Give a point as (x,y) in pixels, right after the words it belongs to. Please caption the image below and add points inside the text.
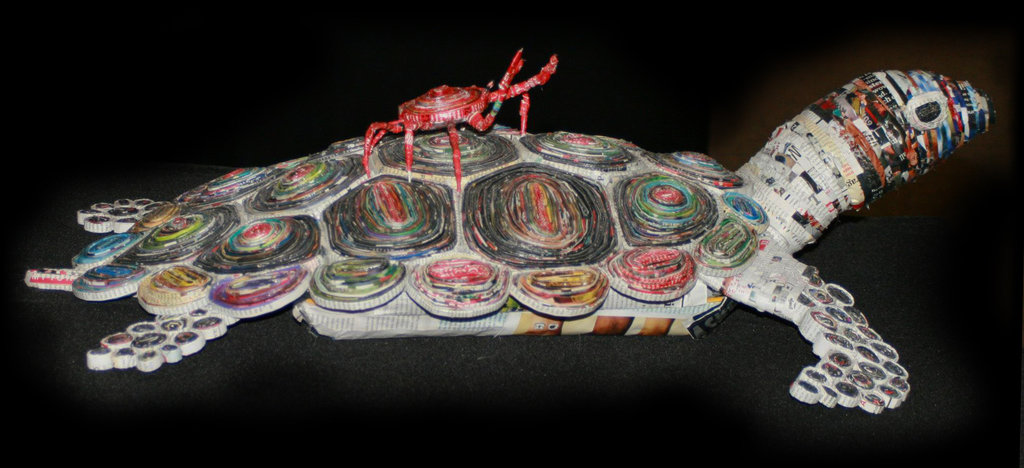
In this image we can see crafting of a turtle (428,146), and a crab (437,100) on a surface (699,351), and the background (123,71) is dark.
